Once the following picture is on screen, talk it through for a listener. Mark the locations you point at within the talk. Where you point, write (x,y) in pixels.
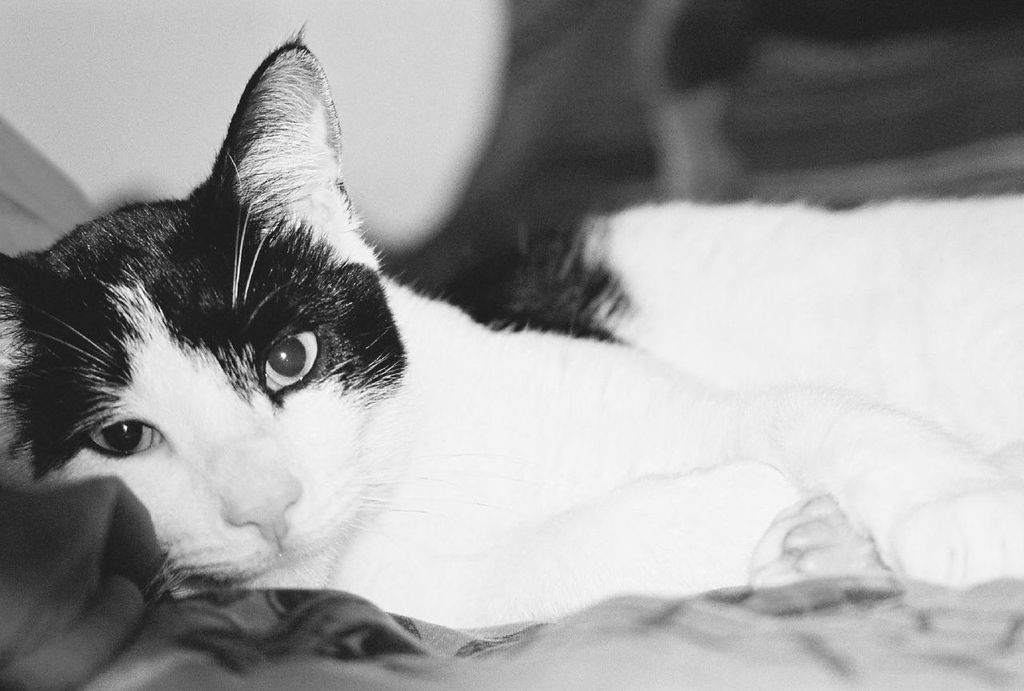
In this image I can see a cat (410,412) is lying. The image is in black and white.
